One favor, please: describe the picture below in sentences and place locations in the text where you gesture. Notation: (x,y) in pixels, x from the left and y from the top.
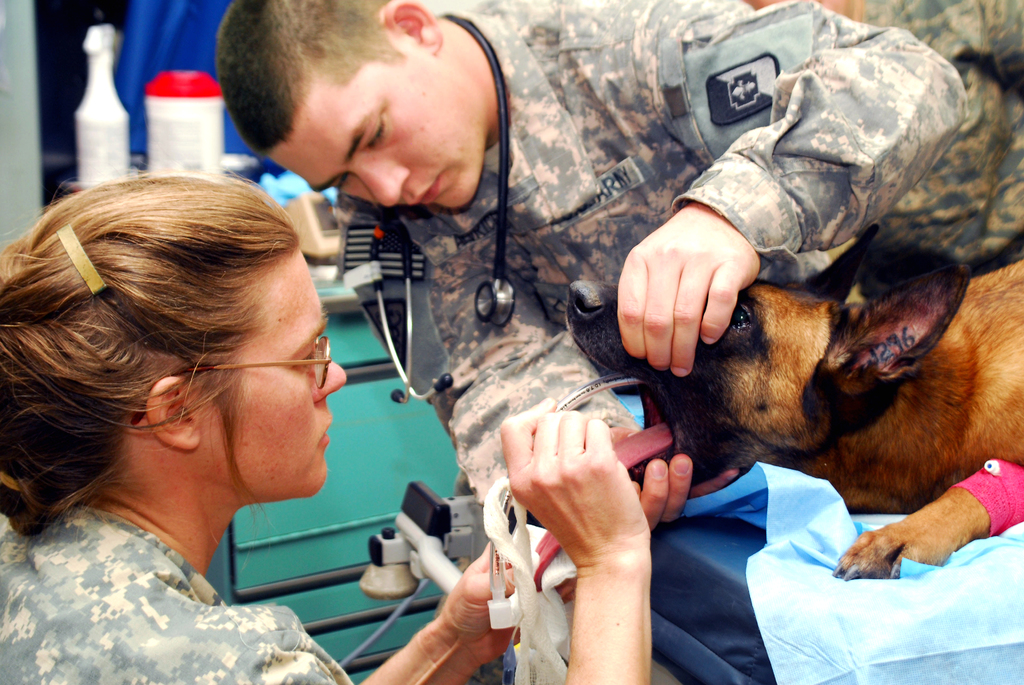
In this image there are two persons (325,424) and a dog (797,424) which is on the bed (688,544) and the lady person (226,263) treating the dog (810,392). At the background of the image (460,244) there is a person (679,331) holding dog (710,371).
